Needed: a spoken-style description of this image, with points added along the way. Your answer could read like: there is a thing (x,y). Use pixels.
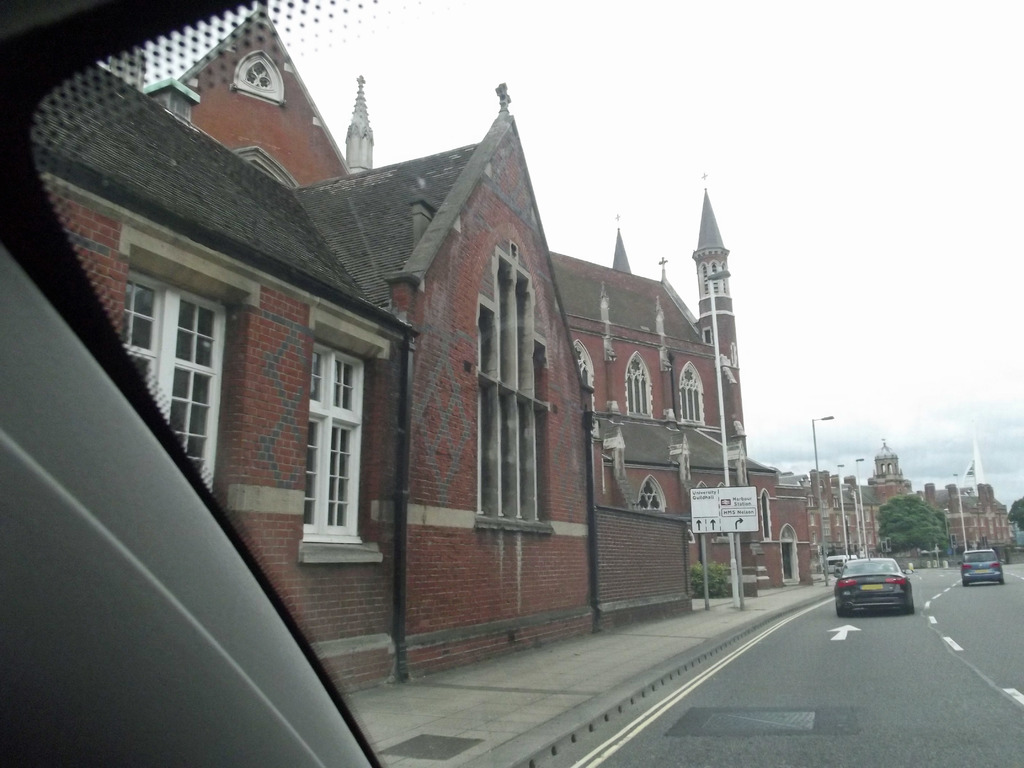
In the image we can see there are many buildings (648,451) and these are the windows (219,379) of the buildings (282,406). There are even vehicles (893,587) on the road (919,597), here we can see a road (863,718) and trees (919,541). There are even light poles (963,536). here we can see footpath (480,732), white sky (640,95) and a glass window (136,385) of a vehicle (97,400).
